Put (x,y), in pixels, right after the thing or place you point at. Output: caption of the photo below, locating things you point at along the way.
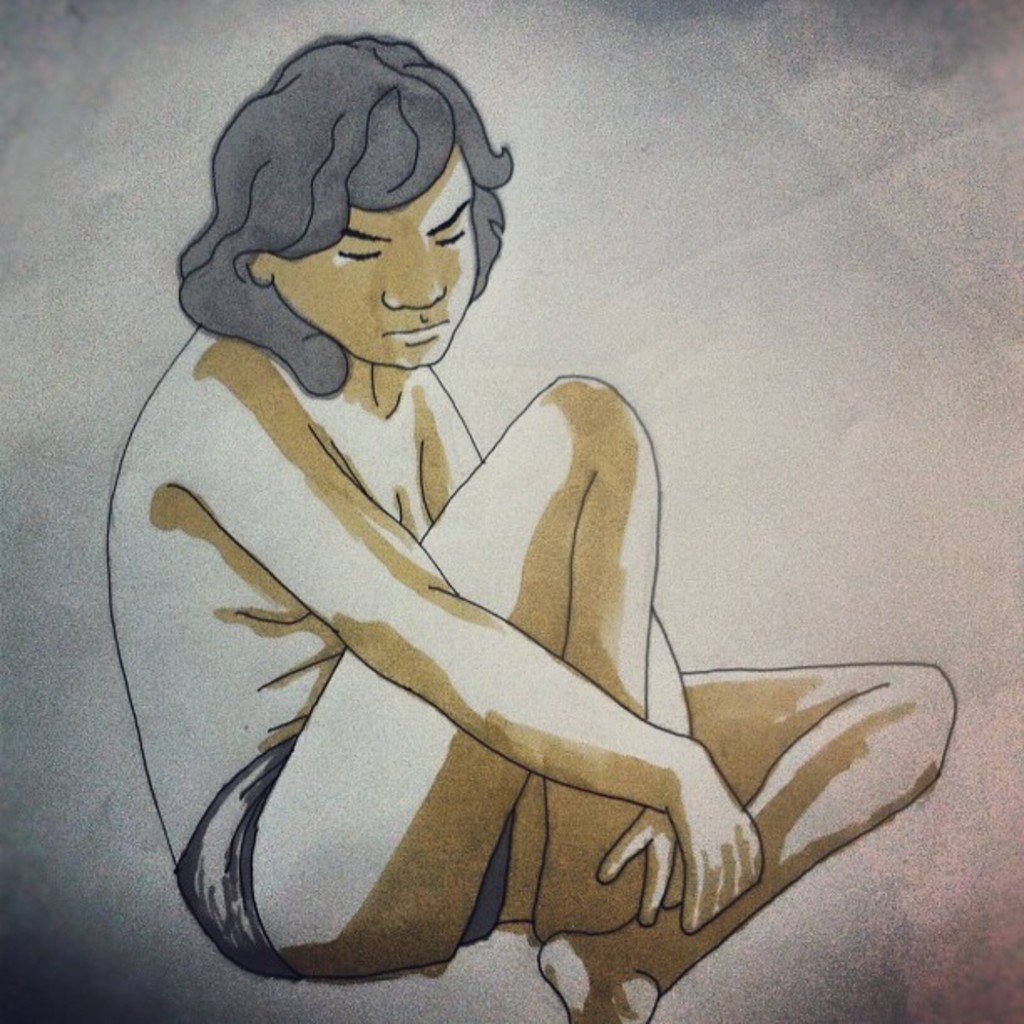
In this image, we can see a painting (781,221) of a person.
